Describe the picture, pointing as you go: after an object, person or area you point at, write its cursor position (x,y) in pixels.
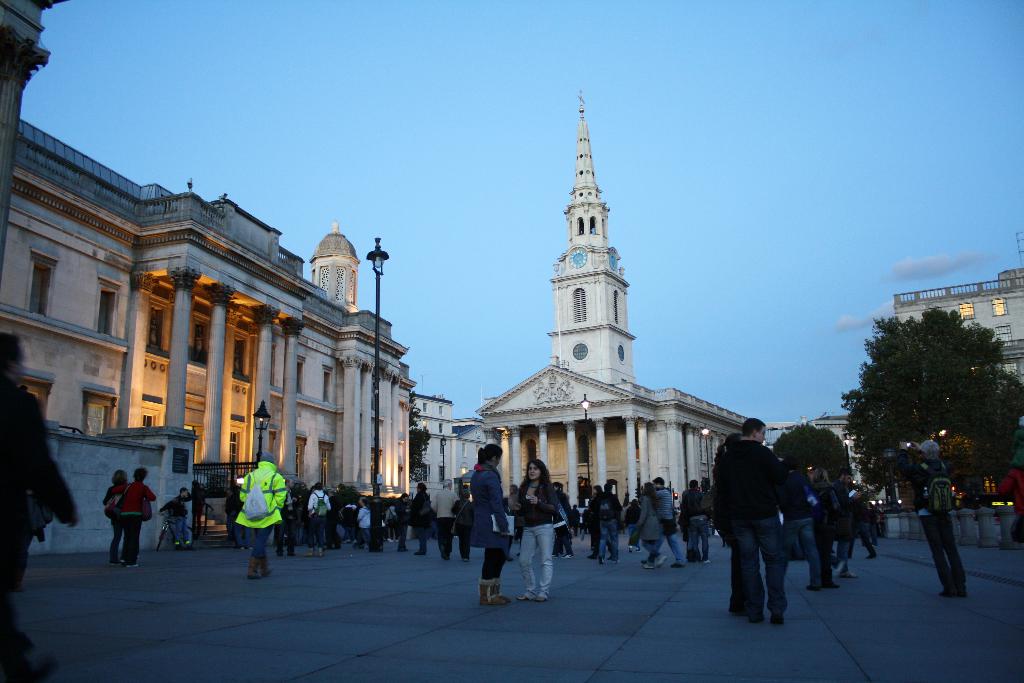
There are people (539,470) and trees (880,458) in the foreground area of the image (302,519) and there are buildings (226,281), pillars (179,326), clock tower (599,375), metal gate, pole (375,451) and sky (712,312) in the background area (712,317).
